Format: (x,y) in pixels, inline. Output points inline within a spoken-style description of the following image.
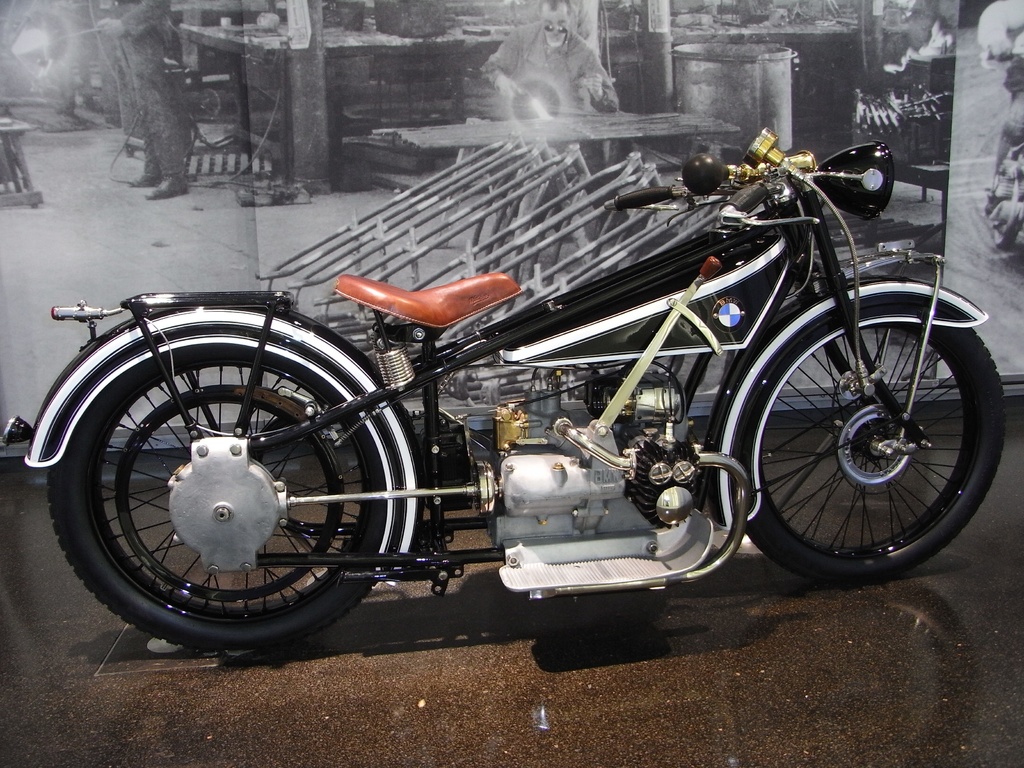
In the image there is a vehicle (524,493) on the floor (498,632) and in the background (96,242) there is a poster (66,158) with some depictions (310,137).
